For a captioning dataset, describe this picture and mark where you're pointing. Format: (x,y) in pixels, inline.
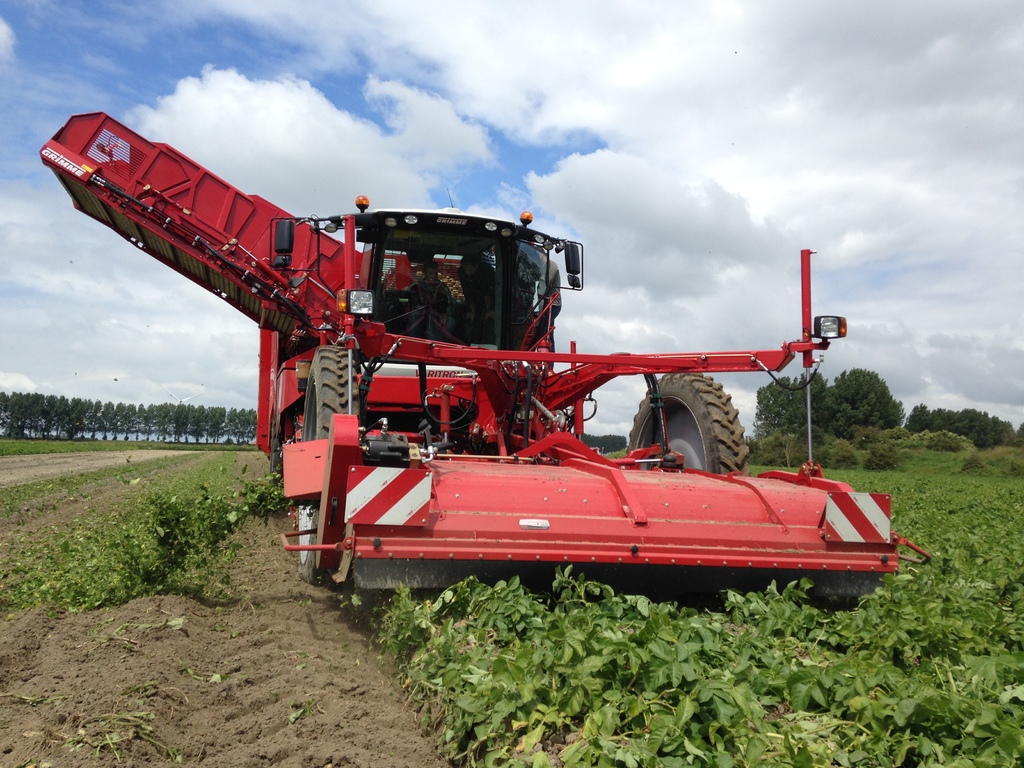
In this image I can see an open grass ground (1002,474) and on it I can see a red color vehicle (361,391). In the background (57,435) I can see number of trees (15,436), clouds (608,54) and the sky (359,128).
